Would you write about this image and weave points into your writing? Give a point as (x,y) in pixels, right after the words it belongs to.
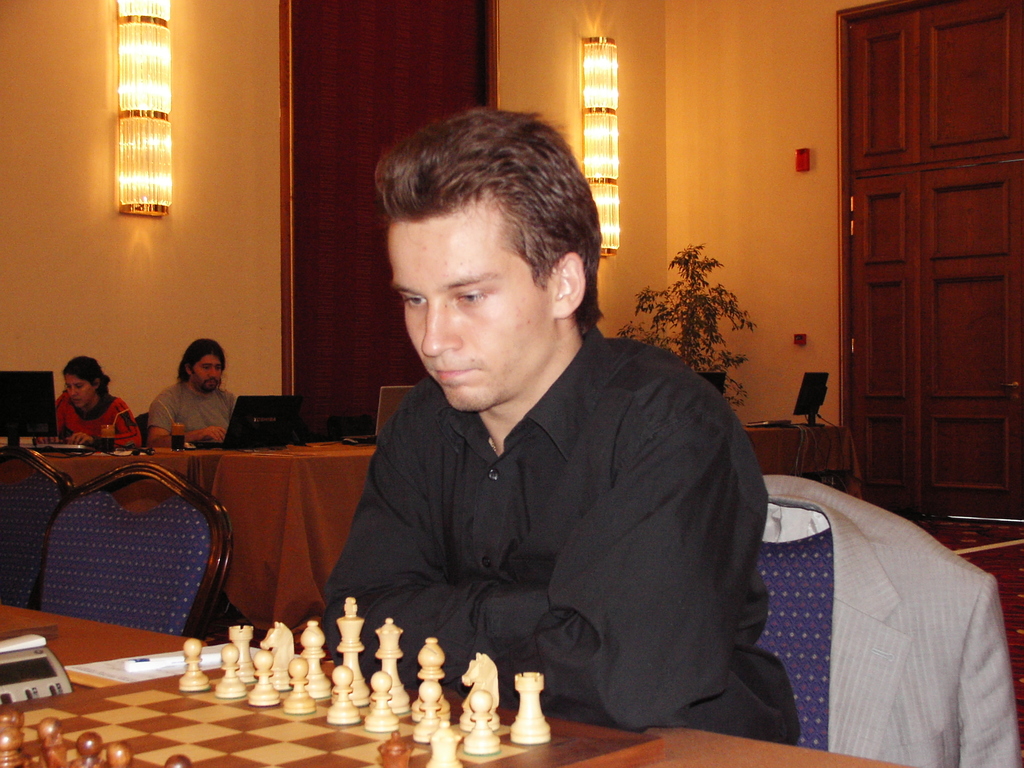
In this picture we can see a man (579,450) sitting on a chair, in front of him we can see a table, on the table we can see a chess board (329,754), chess pieces (196,669) and some objects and in the background (282,583) we can see people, chairs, monitors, lights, wall (797,216), house plant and some objects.
